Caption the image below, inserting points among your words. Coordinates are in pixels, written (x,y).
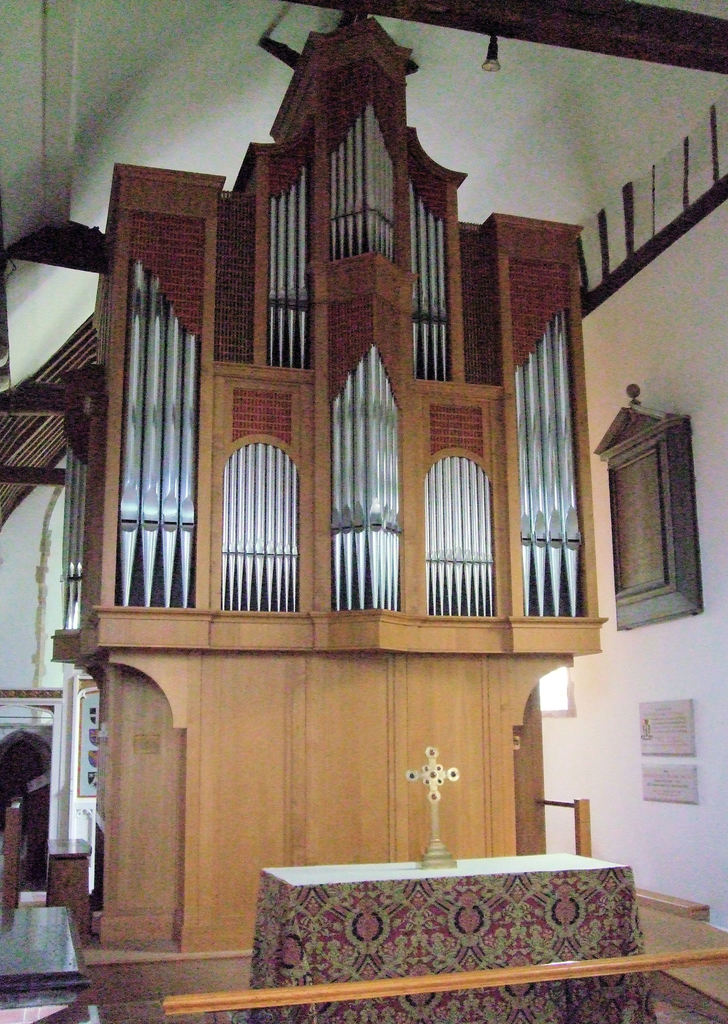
At the bottom of the image (502,916), we can see a table (436,939) with cloth (507,925) and holy cross object (436,821). Here we can see a railing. In the background (447,798), we can see wooden architecture (139,736), wall (607,761), boards (645,745) and few things (80,885).
